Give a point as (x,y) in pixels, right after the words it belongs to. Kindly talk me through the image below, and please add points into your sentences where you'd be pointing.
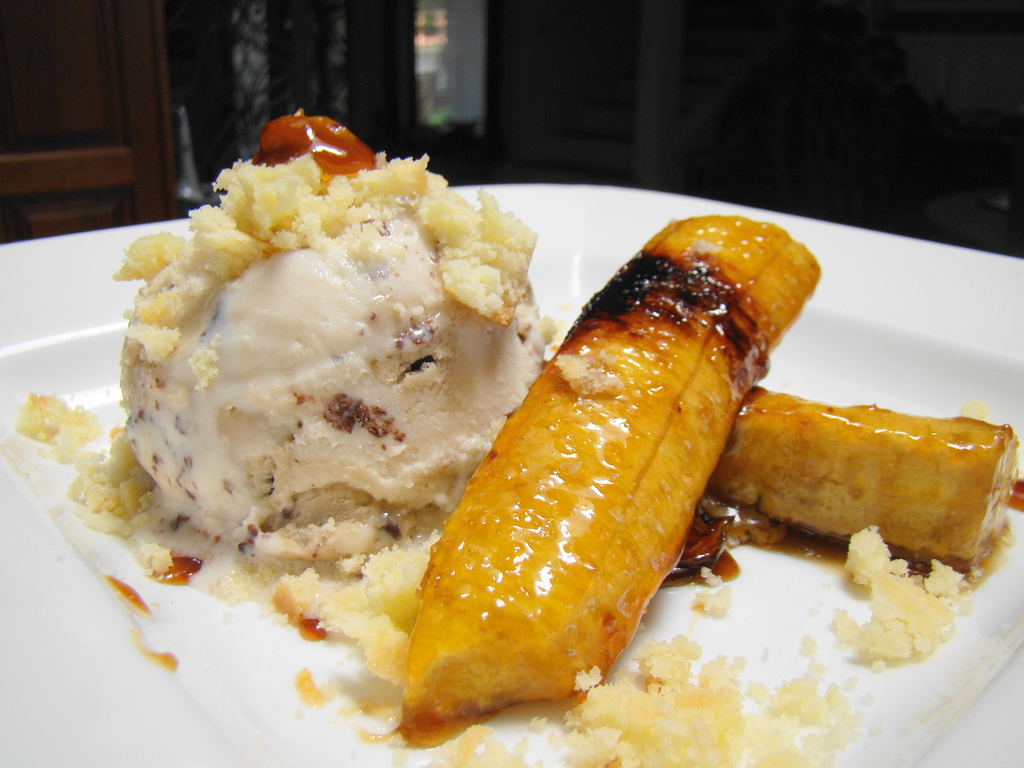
In this image, we can see some food items (304,363) on a plate (4,706). We can also see the background (183,140) with some objects (235,122). We can also see some wood (149,195).
